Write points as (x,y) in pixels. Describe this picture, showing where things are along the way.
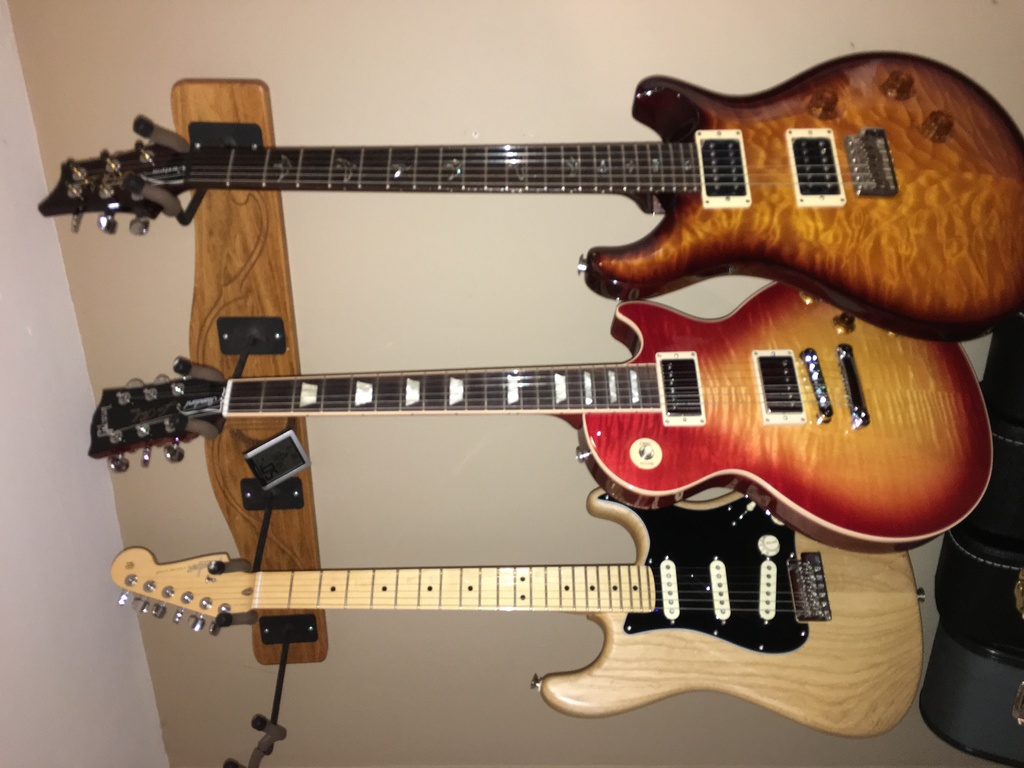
In the image we can see there are guitars (660,251) which are hanging on the hanger (263,287).
